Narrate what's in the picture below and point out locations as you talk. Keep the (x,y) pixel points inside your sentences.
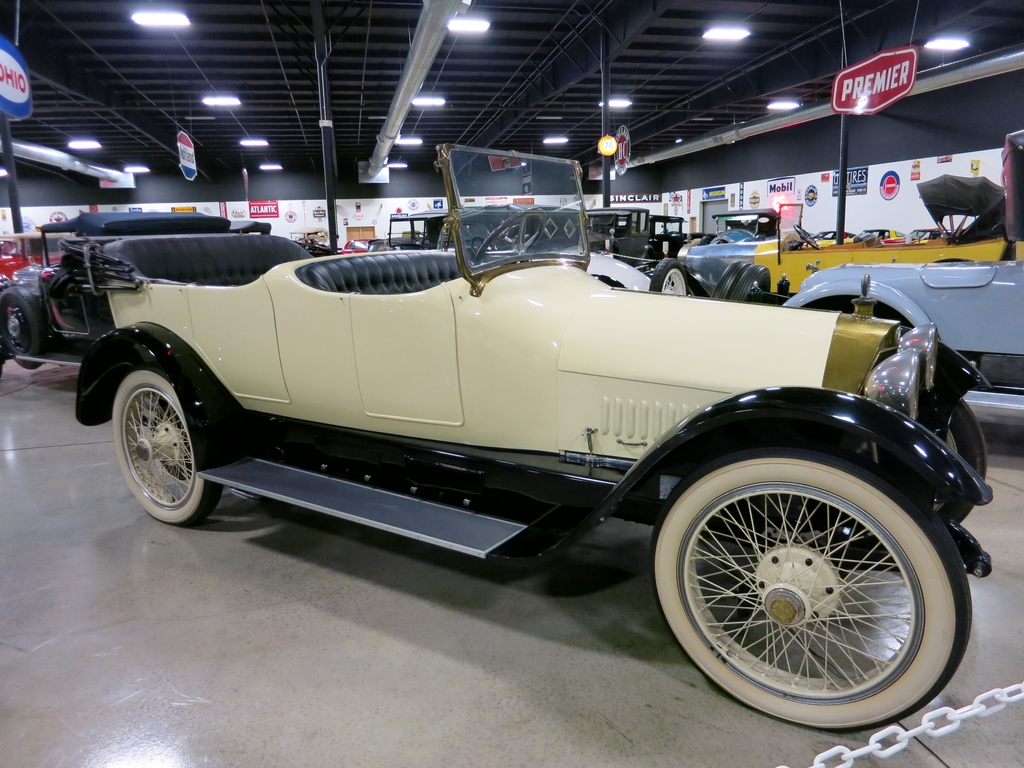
In this image we can see the vehicles (540,449) on the ground (584,562). In the background (756,199), we can see the banners (858,182) with images (882,185). And we can see there are boards (846,80) with the text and at the top (664,120) we can see the ceiling (493,52) with lights (428,102).
